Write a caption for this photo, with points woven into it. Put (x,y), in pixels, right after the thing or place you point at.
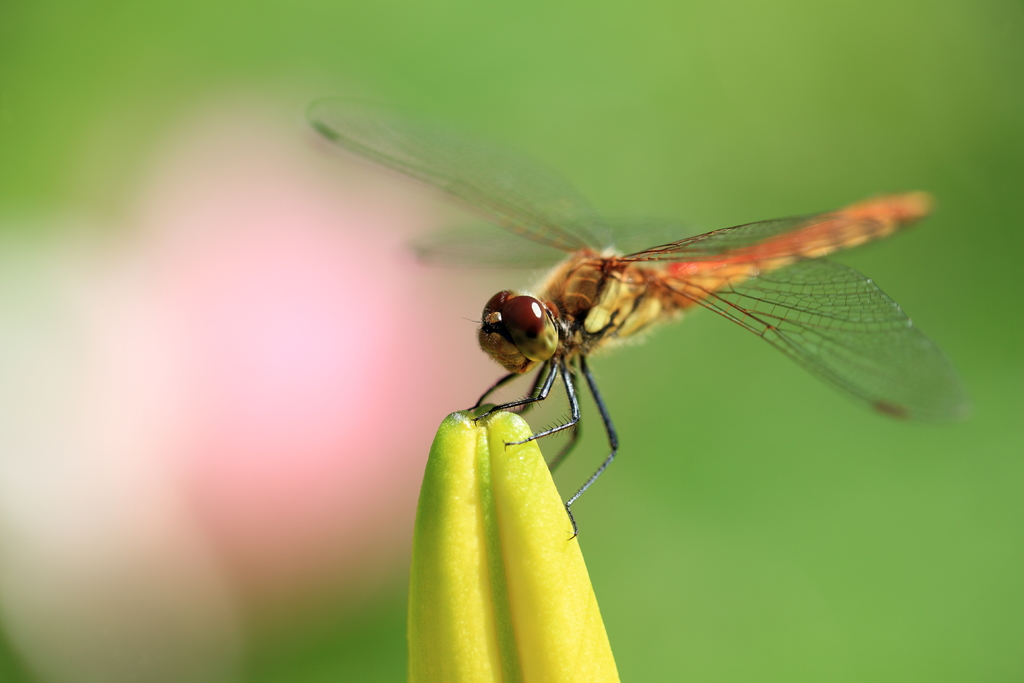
In this image we can see an insect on the flower (564,617) and the background of the image (893,604) is blurred.
